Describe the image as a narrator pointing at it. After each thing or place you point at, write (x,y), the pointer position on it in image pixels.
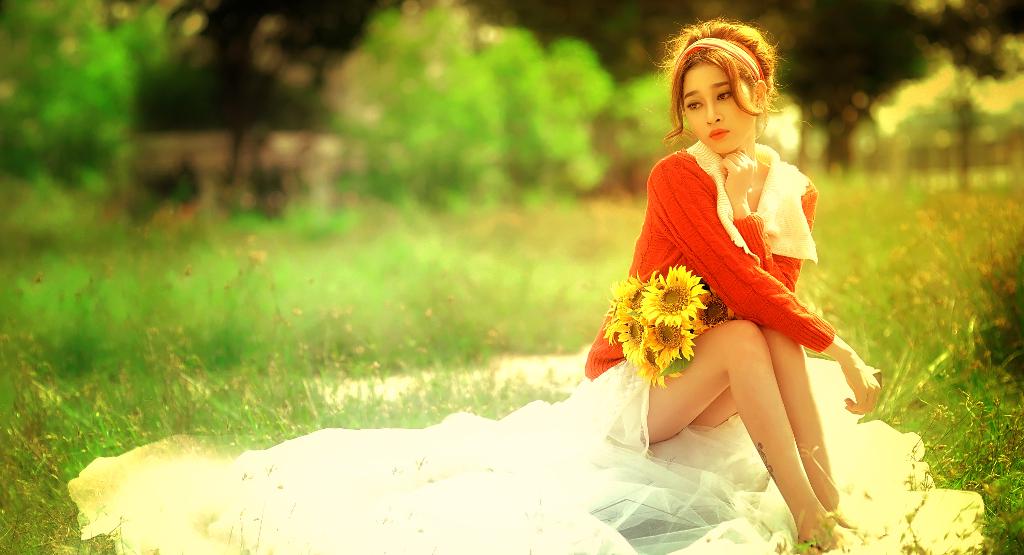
In this image we can see a person (755,386) sitting on the grass (373,422), there are few flowers (669,332) on her lap (704,339) and a blurry background (960,78).
